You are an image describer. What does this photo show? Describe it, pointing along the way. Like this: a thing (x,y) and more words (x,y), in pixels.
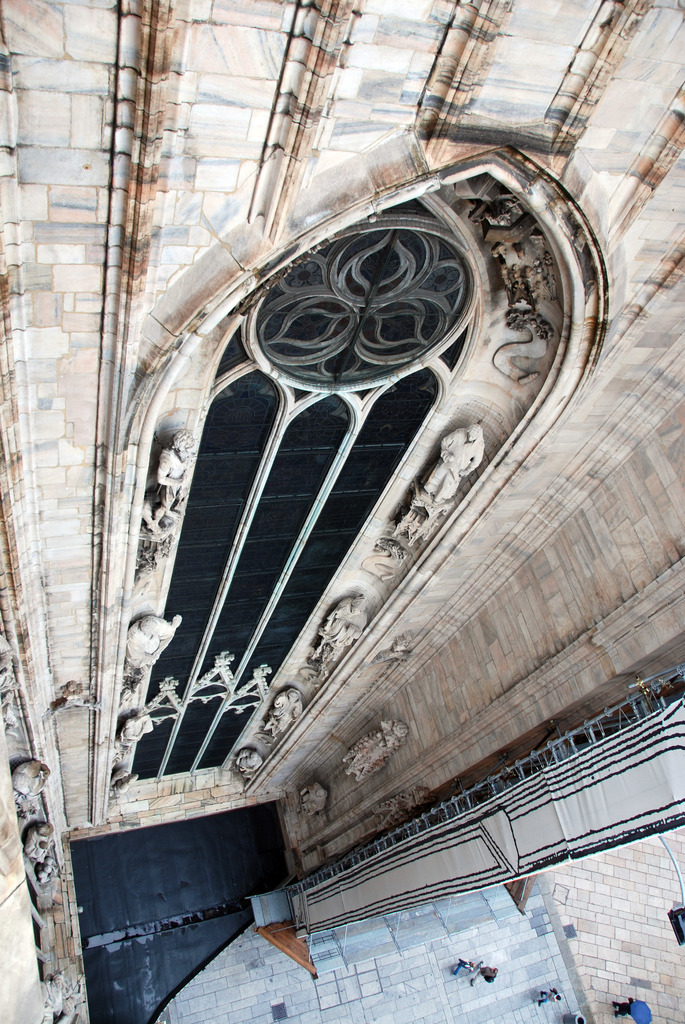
In the image we can see an arch window (340,360). Here we can see sculpture (279,709) on the side of the window (168,610). Here we can see a stone wall (121,126) and we can see there are even people (541,1003) wearing clothes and this is a footpath (560,895).
